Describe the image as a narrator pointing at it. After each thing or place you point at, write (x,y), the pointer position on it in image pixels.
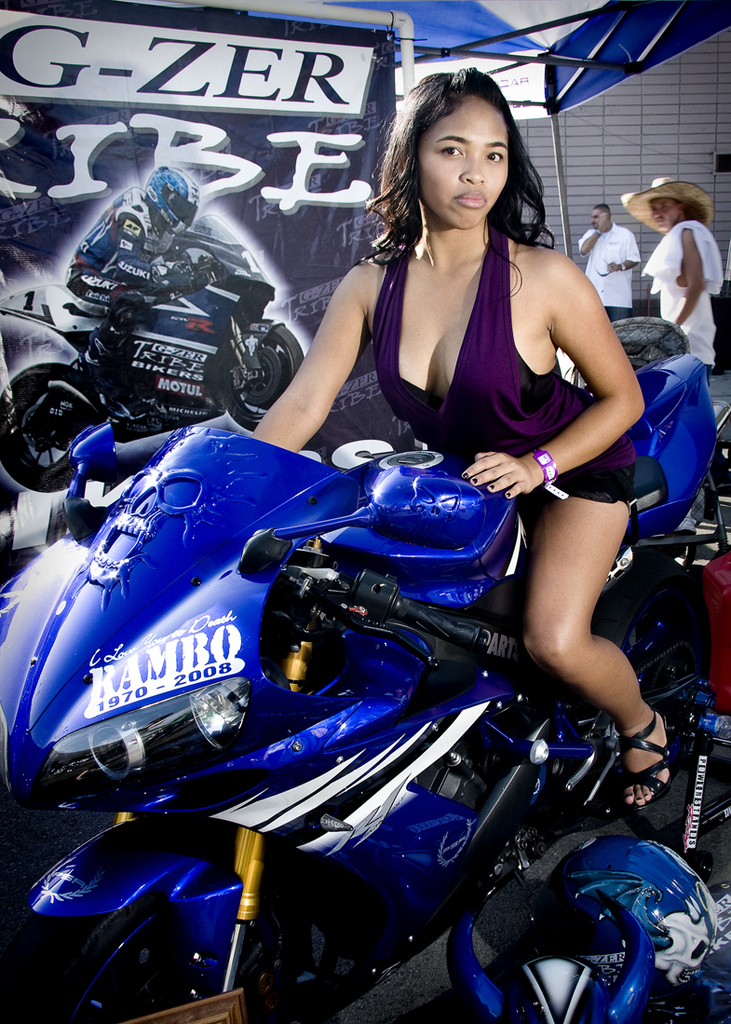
In this image there is a woman (464,110) wearing purple dress (499,287) and sitting on a blue color bike (222,555). In the background (170,135), there is a banner (187,157) and tent (631,77).
